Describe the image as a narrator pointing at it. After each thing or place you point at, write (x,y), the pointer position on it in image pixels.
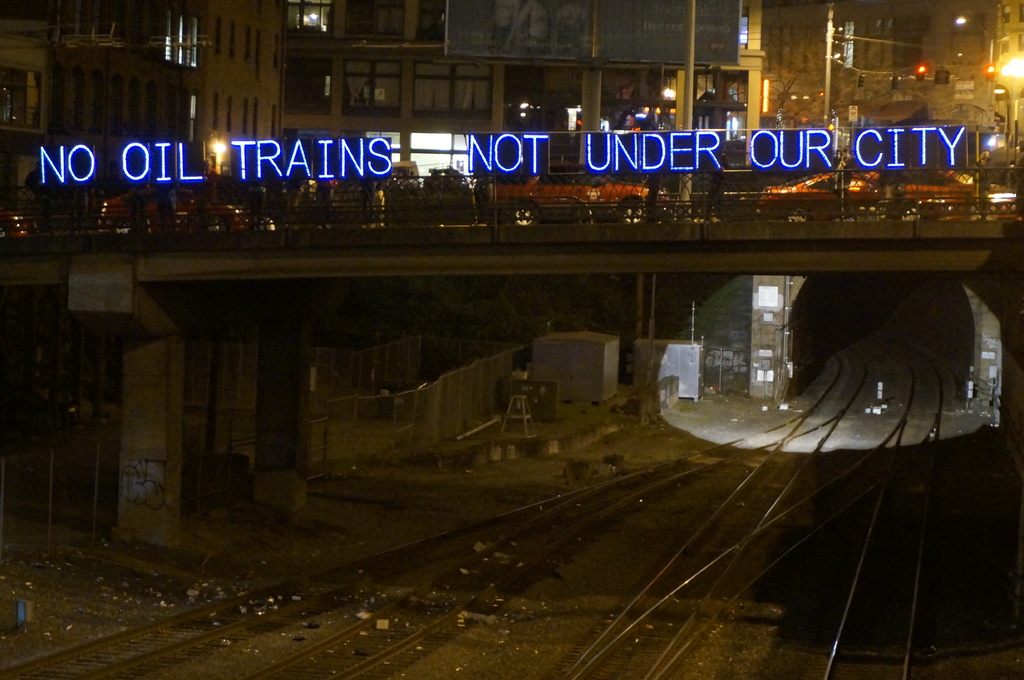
In the foreground of the picture (673,544) I can see the railway tracks (527,510). I can see the bridge (396,259) and there are vehicles (575,193) on the bridge (546,220). In the background (722,123), I can see the buildings (823,29). I can see the lights (1016,76) on the top right side (1020,59). I can see an LED name board (381,162). I can see the pillar (272,388) and the metal grill fence (396,387) on the side of the railway track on the left side (161,377).
